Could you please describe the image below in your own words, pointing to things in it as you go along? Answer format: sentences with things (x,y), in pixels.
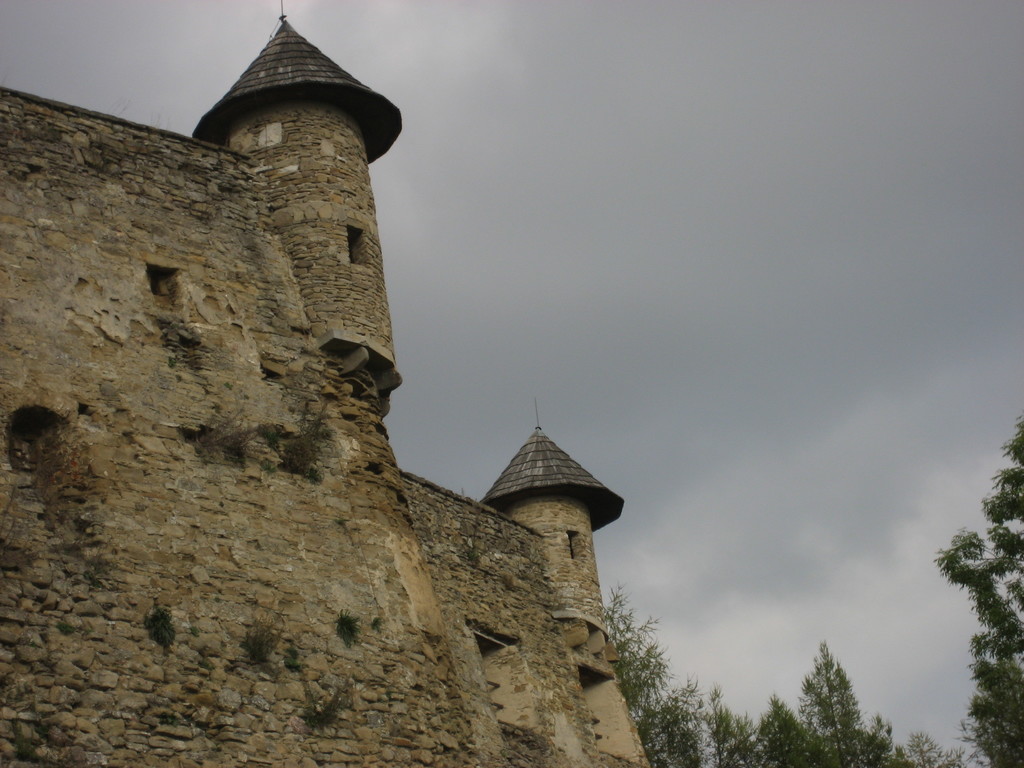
In this picture we can see a building (118,558), trees (981,563) and in the background (738,236) we can see the sky (731,360).
